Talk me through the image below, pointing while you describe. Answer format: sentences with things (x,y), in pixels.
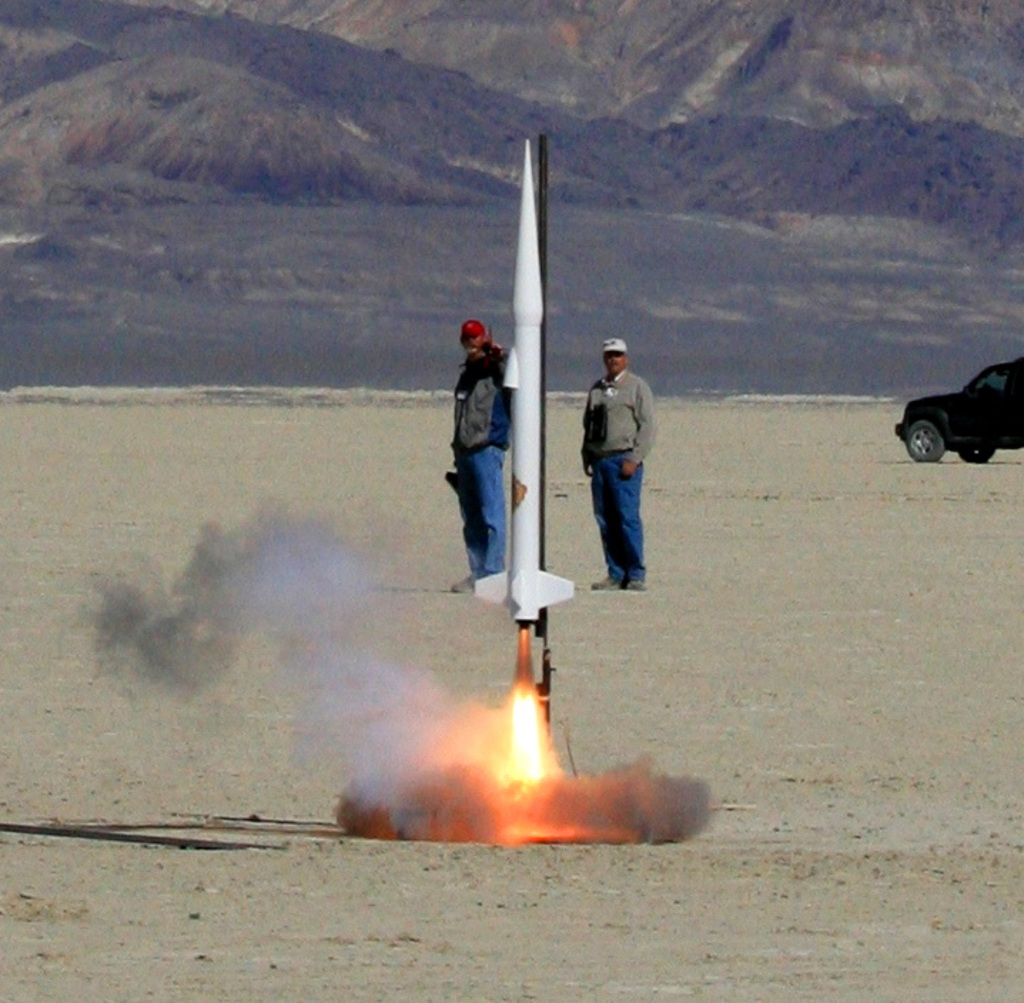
In this image, I can see a rocket (515,594) with fire (538,700) and there are two persons (497,464) standing. On the right side of the image (988,415), I can see a vehicle (904,404). In the background (432,40), there are hills (310,187).
